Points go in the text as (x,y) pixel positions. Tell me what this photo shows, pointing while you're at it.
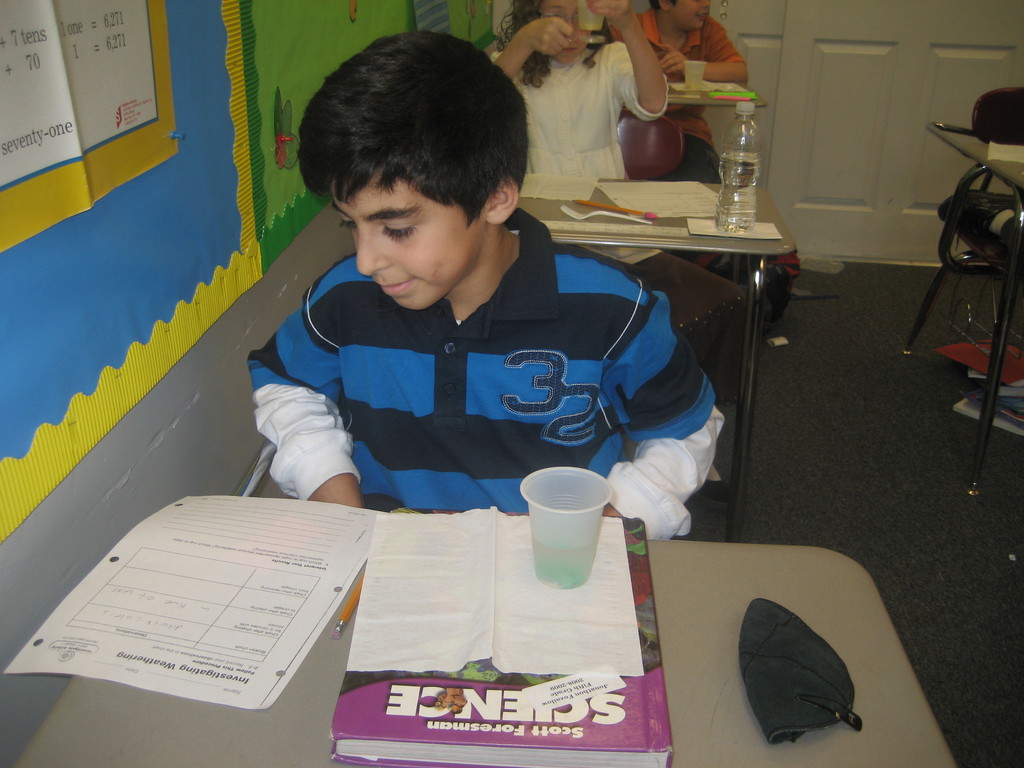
This is an inside view. In this image I can see three persons (624,301) are sitting on the chairs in front of the table (715,610). On the table (709,646) there are few books (536,725), papers (280,653), glass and a bottle (736,191). In the background (919,45) there is a door (916,47). On the top corner of the image (117,127) I can see the sheets (113,143) attached to the wall (223,348).
